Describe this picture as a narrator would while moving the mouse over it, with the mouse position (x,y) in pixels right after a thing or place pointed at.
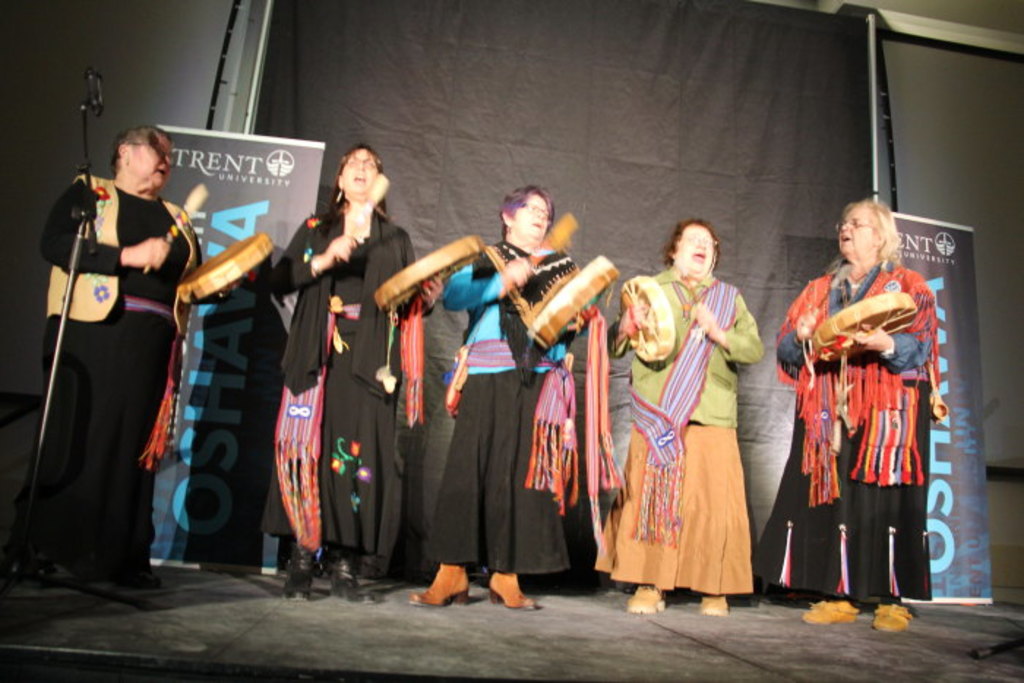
In this picture there is a group of women (367,395) wearing colorful dresses (391,430) singing and holding the drums (884,306) in the hand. Behind there is a black color curtain (522,180) and two blue color roller posters (268,475).
